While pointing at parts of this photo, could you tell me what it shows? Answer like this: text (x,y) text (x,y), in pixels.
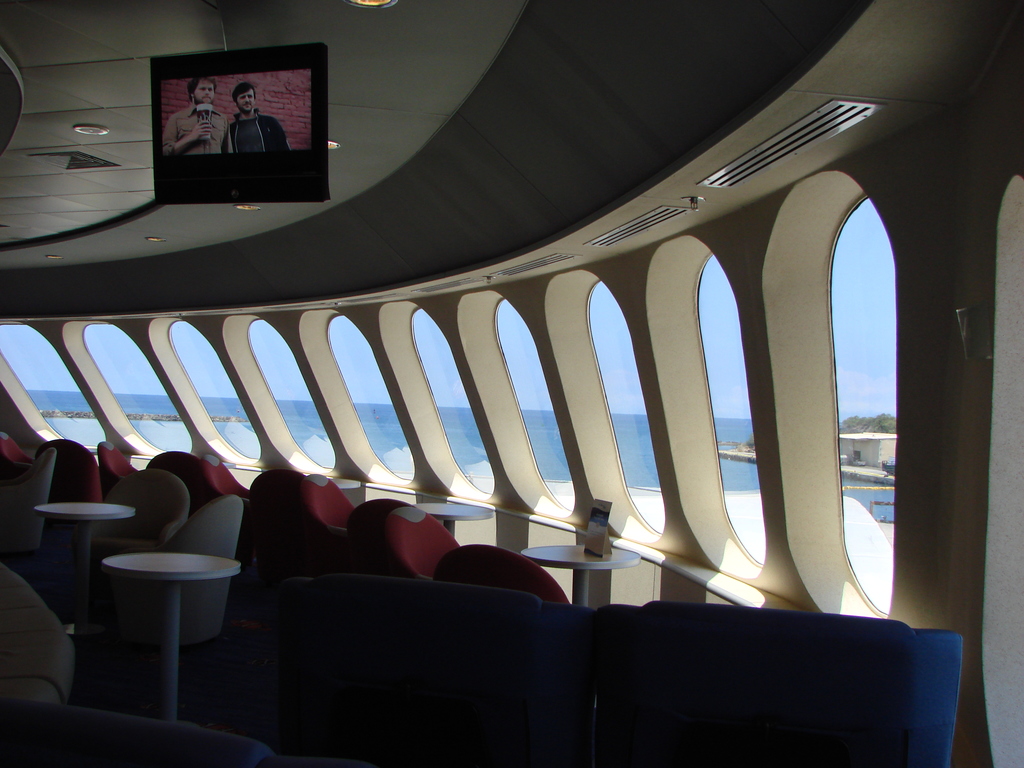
In this image, I can see a television (216,178), which is hanging. I think this picture was taken inside the building (262,416). These are the chairs (310,559) and tables (118,513). I can see the windows (531,413) with the glass doors (743,426). I can see the water (629,429) and a small house (871,452) through the windows (312,442).
